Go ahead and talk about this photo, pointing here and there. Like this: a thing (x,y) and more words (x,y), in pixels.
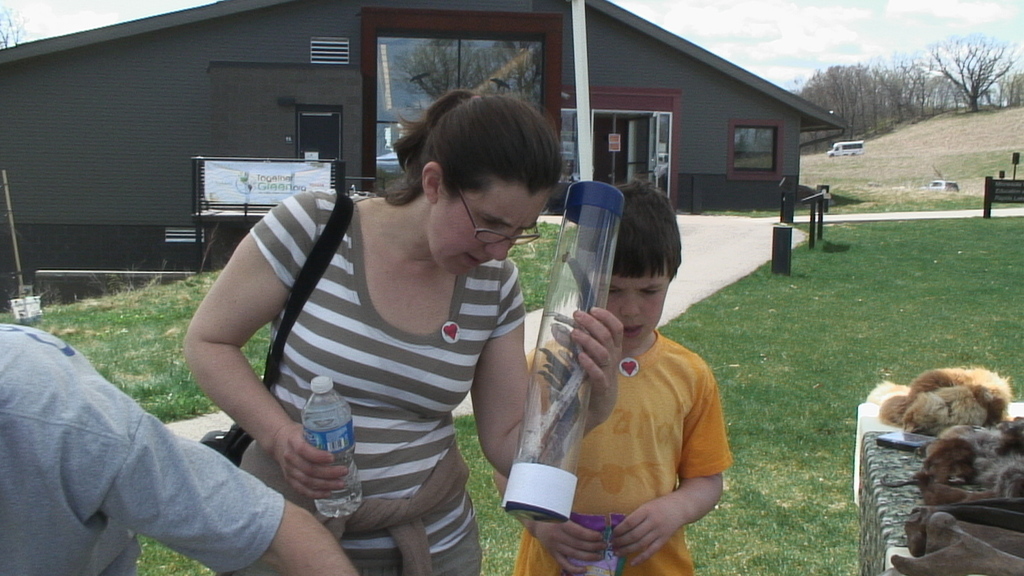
In the foreground of the picture (480,358) there are people (493,424), desk (883,480), on the desk (900,455) there are some objects (944,472). In the center (352,273) the woman (380,470) is holding a bottle (313,407) and other objects (285,326). In the center (554,210) there are boards (257,170), grass (116,289), building (733,166) and road (732,248). In the background (923,84) towards right (911,84) there are trees (875,120), vehicles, grass (916,132). At the top left (17,33) there is a tree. At the top (727,14) it is sky (838,26).
